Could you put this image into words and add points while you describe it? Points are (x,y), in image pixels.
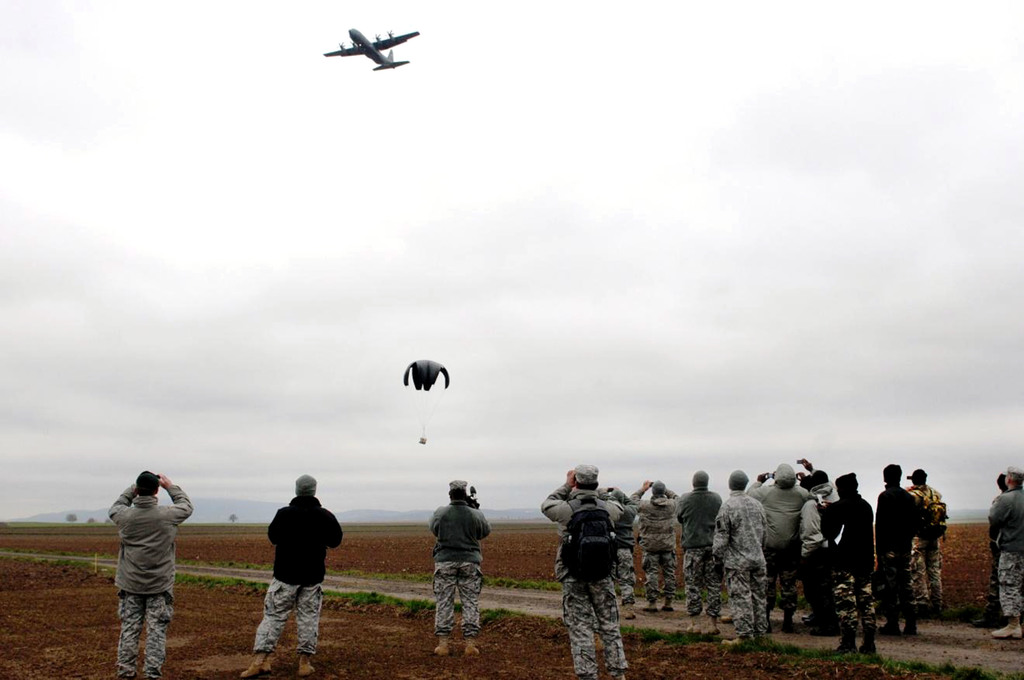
In this image there is an airplane (372,54) and parachute (434,367) in the sky (276,300). On the ground (356,541) there are many people (821,581) standing wearing uniform (602,626). In the background (82,512) there are hills (207,521), trees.
